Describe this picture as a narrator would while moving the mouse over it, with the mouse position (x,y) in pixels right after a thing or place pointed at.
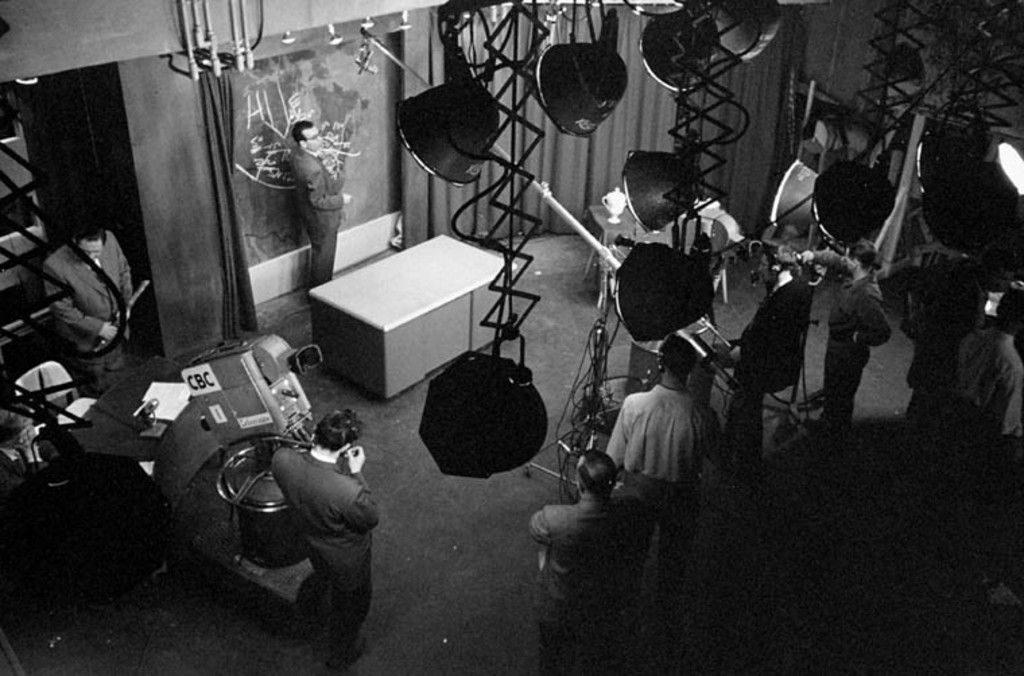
In middle (381,292), there is a man (307,179) who is standing behind table (373,281). On left side of the image (110,269) there is a man (105,310) who is standing and looking at something. On center (344,445) we can see a group of people (611,446) doing some work and standing.
